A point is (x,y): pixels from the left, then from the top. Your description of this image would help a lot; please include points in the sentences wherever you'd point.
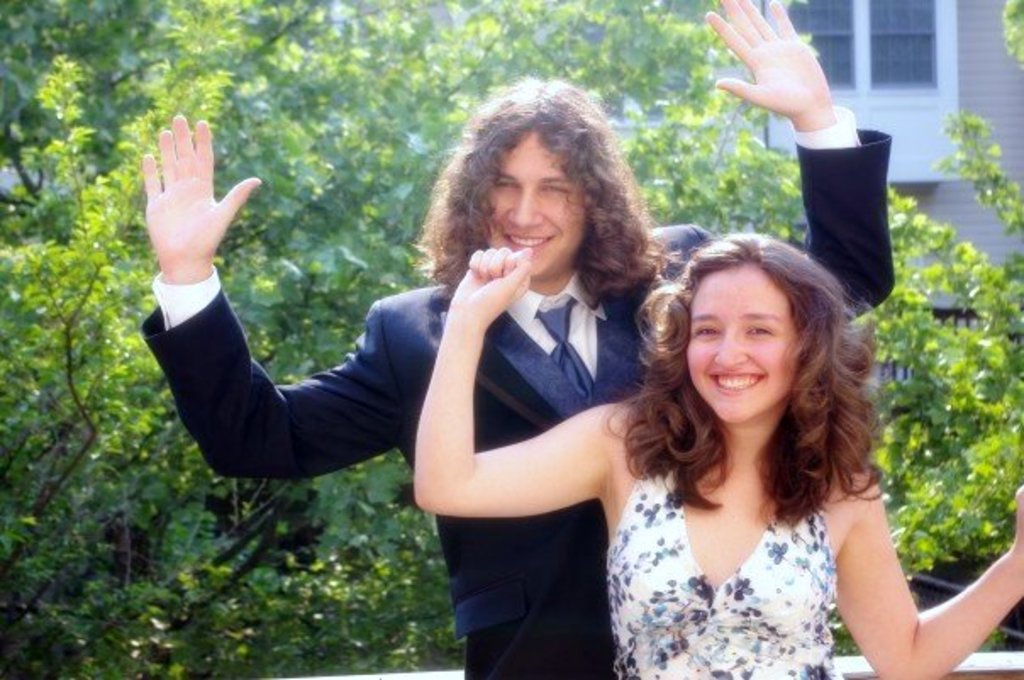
In this image we can see a lady (731,473) and a man (538,319) standing. In the background (103,148) there are trees (965,485) and a building (902,118).
